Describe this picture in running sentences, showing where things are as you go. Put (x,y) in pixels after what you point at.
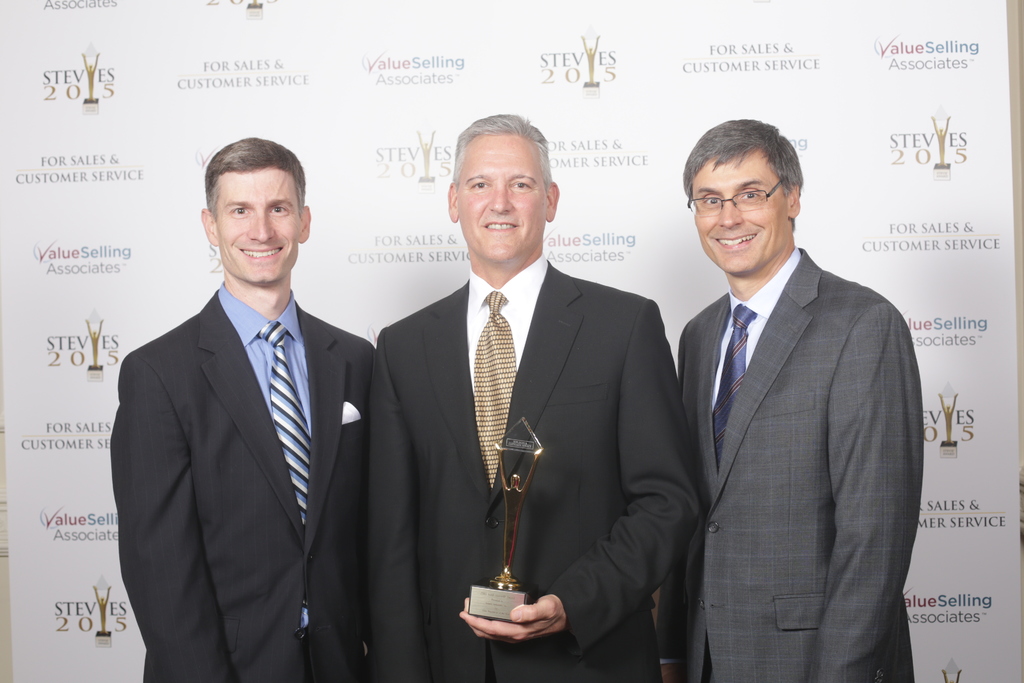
In this image we can see three persons (660,321) standing and smiling, among them, the middle one (593,466) is holding an object (475,597), in the background (491,90) we can see a poster (385,137) with text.
